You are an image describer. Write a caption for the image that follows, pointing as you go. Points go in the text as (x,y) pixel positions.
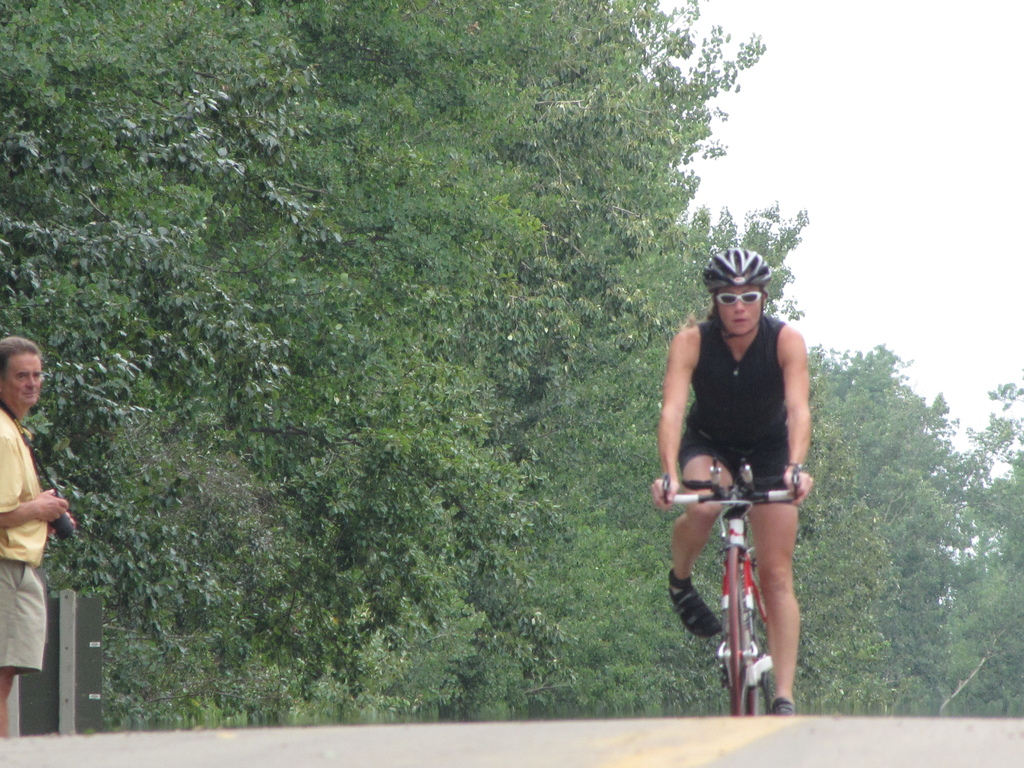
In this image we can see a person (744,270) is riding a bicycle (757,670) on the road (267,738). On the left side of the image (37,618) we can see a person (14,493) is holding a camera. In the background (272,446) there are trees (466,599) and sky (887,158).
